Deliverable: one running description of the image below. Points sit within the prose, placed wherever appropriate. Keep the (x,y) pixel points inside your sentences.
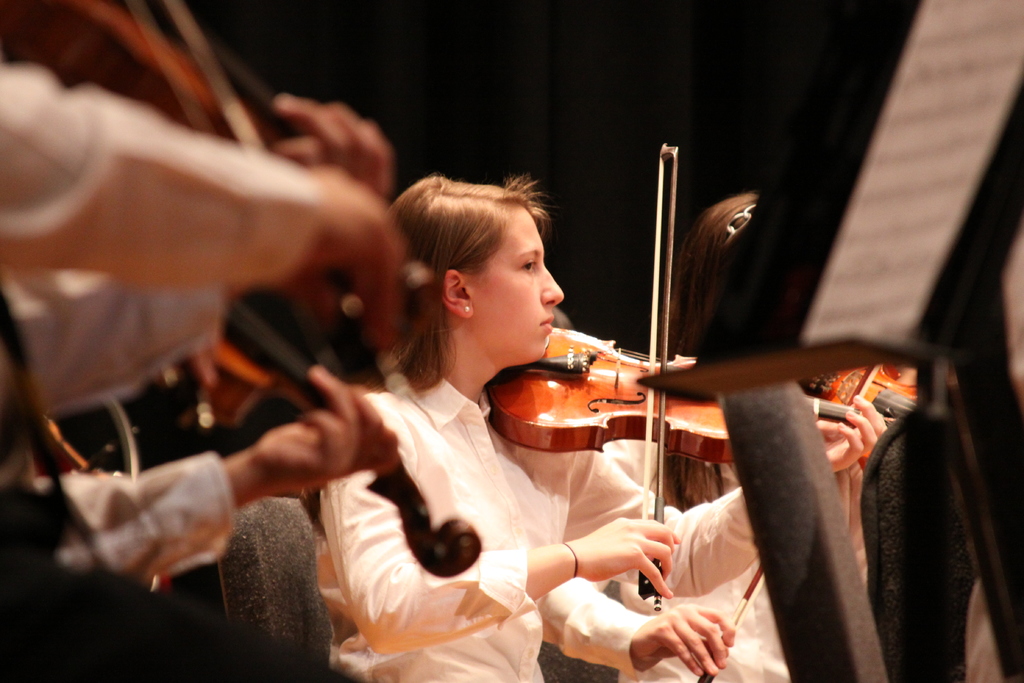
This picture shows few people (355,463) seated and playing violin (287,360). we see a book stand (854,296) in front of them.
